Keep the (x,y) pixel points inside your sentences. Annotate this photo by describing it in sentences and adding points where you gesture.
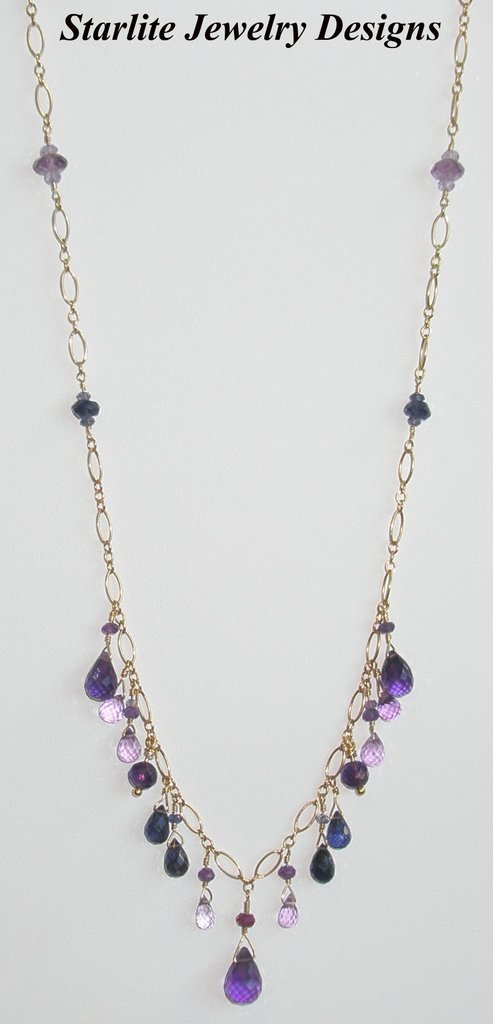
In this picture there is a necklace (197,813) with violet color stones (254,971). At the top (433,34) there is some text (206,40).
